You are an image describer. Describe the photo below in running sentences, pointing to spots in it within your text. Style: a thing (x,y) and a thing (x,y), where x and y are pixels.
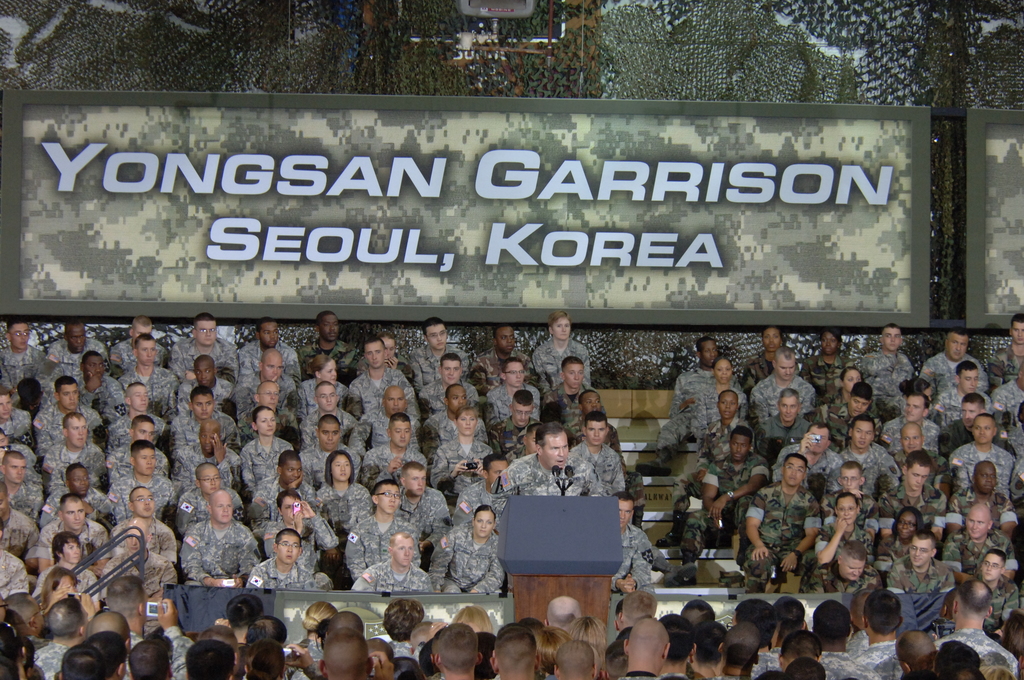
In this image, we can see a few people (896,502). Among them, some people (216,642) are sitting. We can also see a board (329,250) with some text (746,174). We can see the podium (559,509) and a few microphones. We can also see an object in the background (476,15). We can see the fence (279,74).
